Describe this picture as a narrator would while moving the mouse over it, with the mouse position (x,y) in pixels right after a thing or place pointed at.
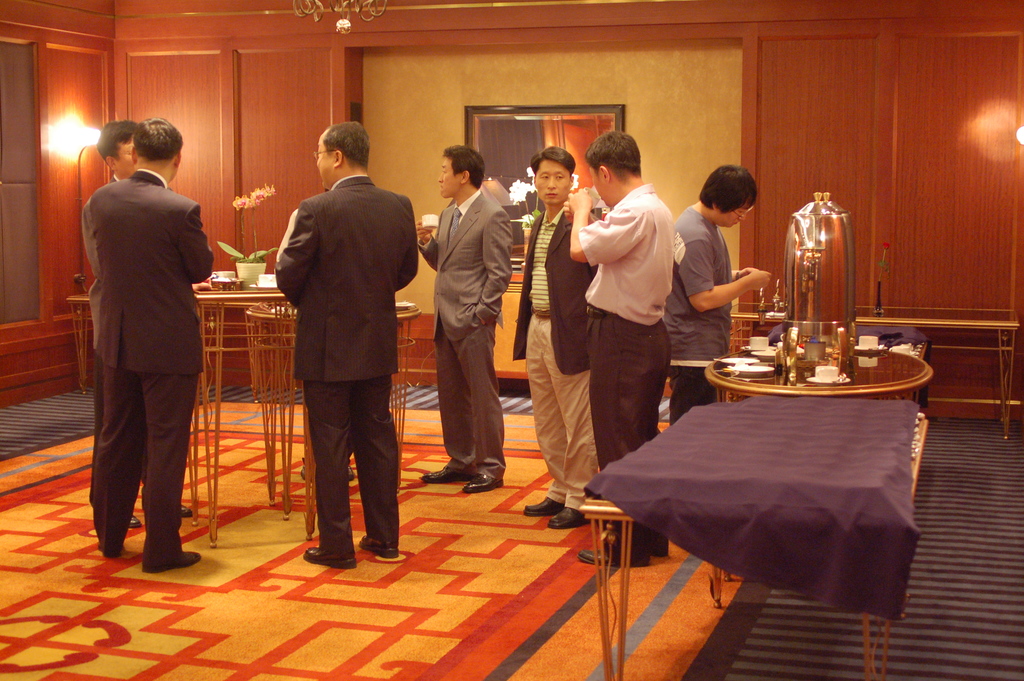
Here we can see a three persons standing on the left side (105,554). They wore a suit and they are having a conversation. Here we can see a four people (490,311) standing on the right side (703,313) and they are having a coffee (434,214). This is a wooden table (270,297) where a small plant (241,261) is kept on it.
